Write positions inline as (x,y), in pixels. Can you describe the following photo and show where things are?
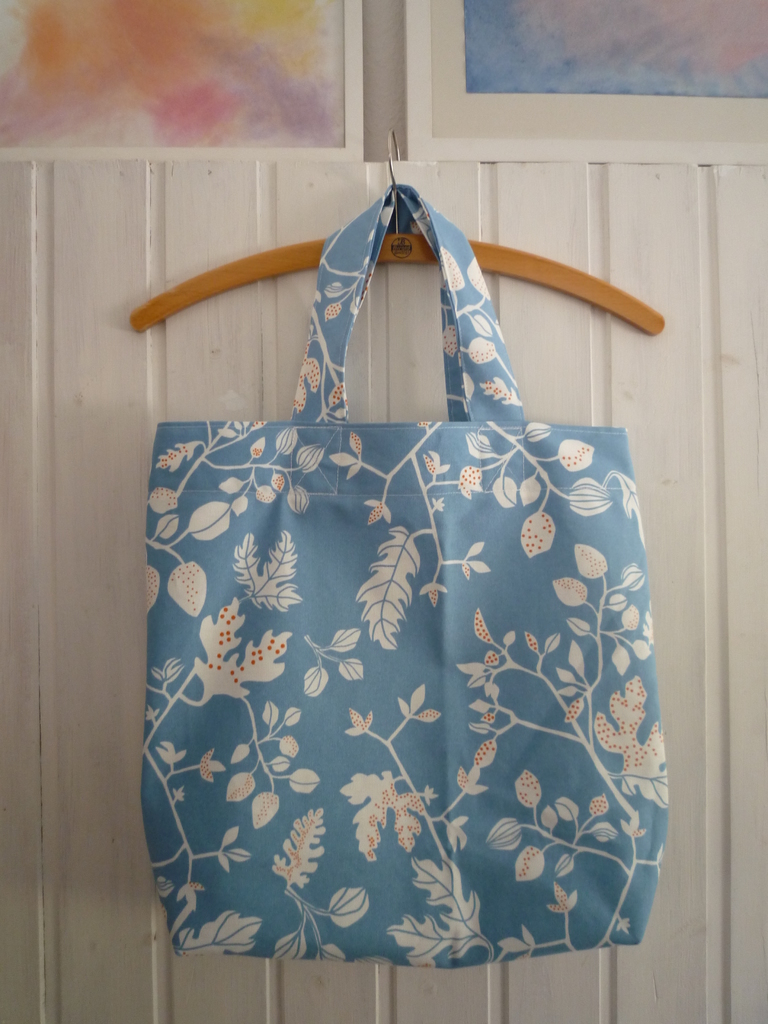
There is a bag (450,664) hanging on a hanger (253,263). In the background (266,353) we can see frames (658,150) and a wall (6,1017).
